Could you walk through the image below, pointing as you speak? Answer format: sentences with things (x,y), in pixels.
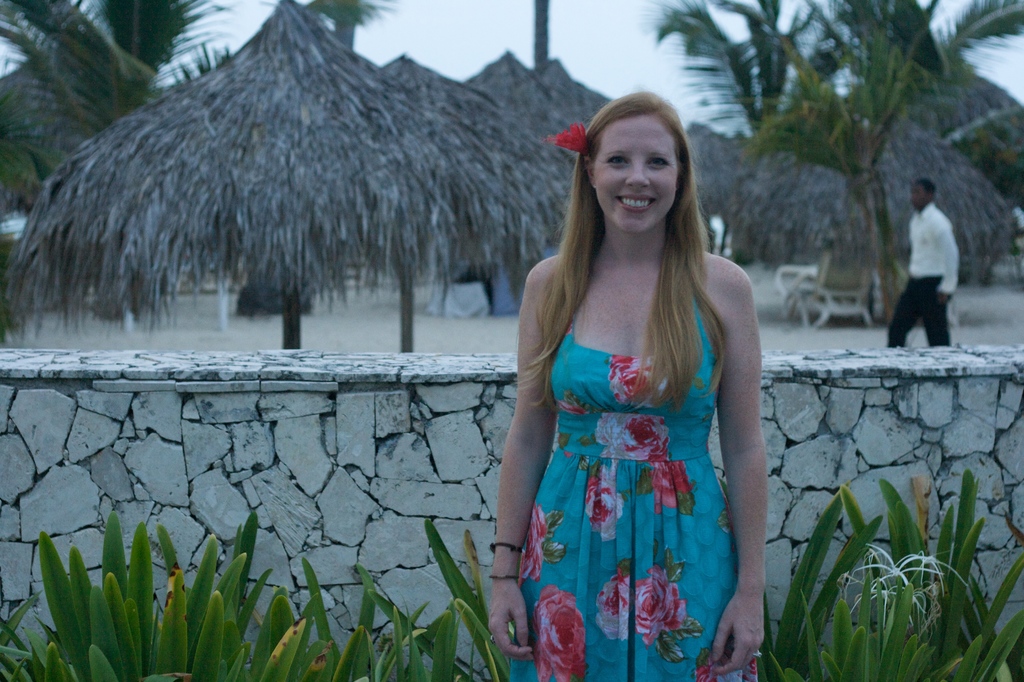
In this image we can see a woman (593,402) is standing, plants (295,680) and wall (977,435). In the background (99,125) we can see a person (917,266), trees (978,34), objects (840,284), wooden umbrellas (537,246) and the sky (571,18).
